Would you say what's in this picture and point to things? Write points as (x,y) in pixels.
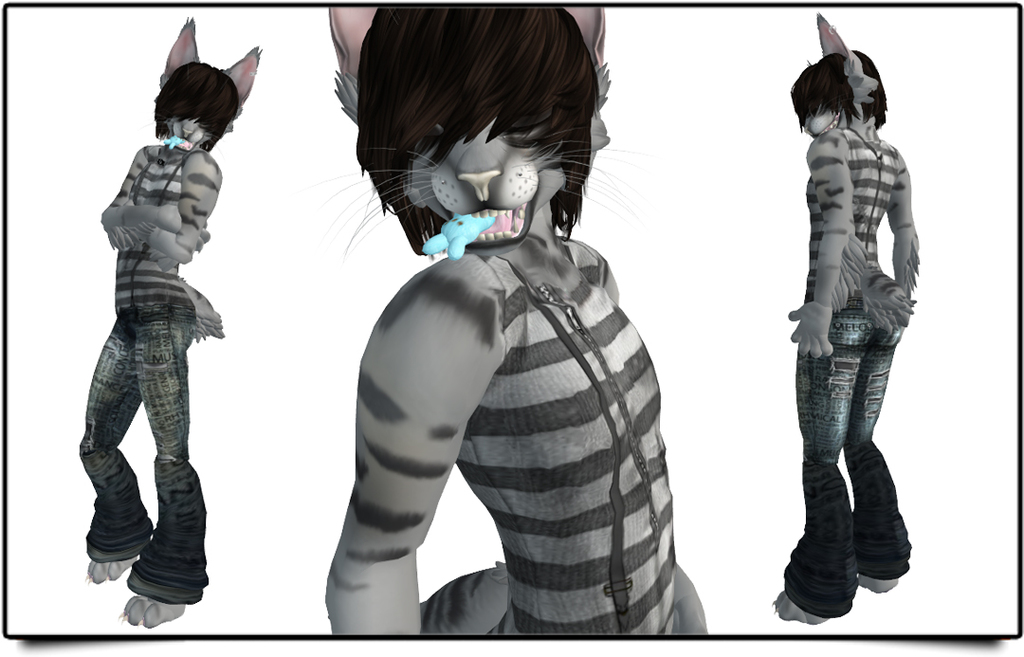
This is an animated picture of an animal (439,295) with different positions. Behind the animal (508,231), there is a white background (717,286).
